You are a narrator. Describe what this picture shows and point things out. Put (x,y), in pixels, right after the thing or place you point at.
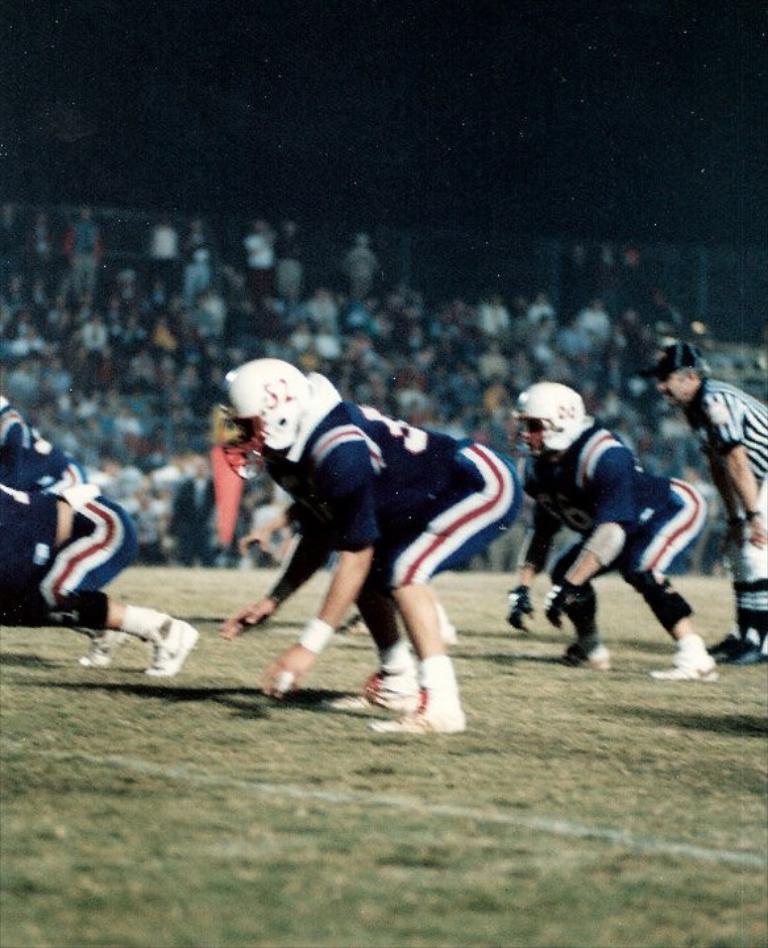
In this image I can see some people (420,628) on the ground (336,771). I can also see the background (403,242) is blurred.
